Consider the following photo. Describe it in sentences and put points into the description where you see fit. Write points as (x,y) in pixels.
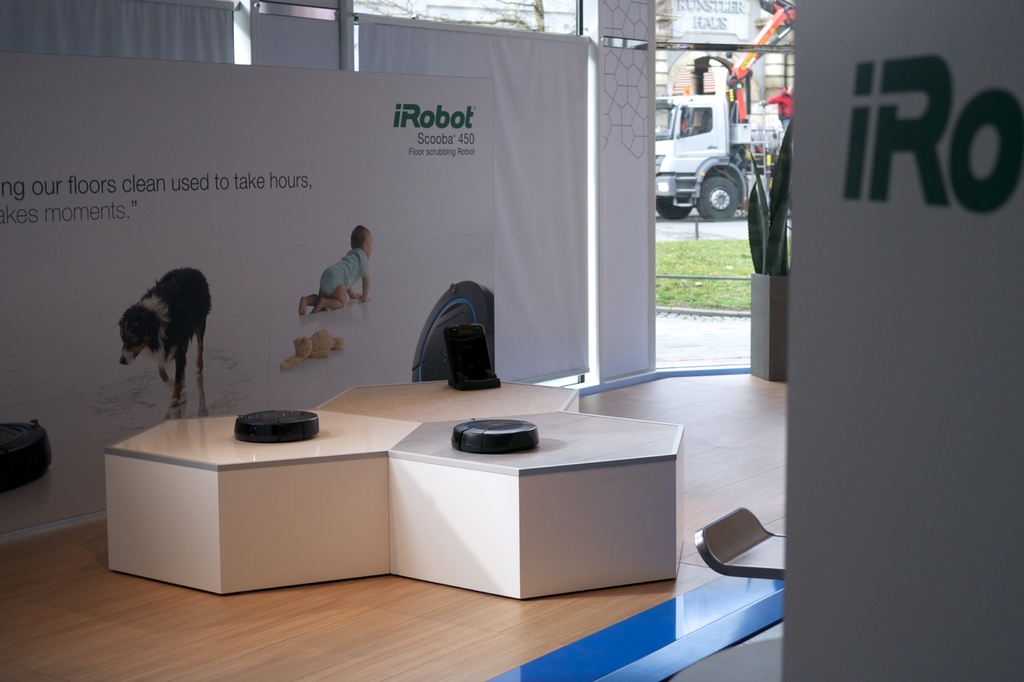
In this image, we can see a design table (395,512) with black objects (480,337) on the wooden floor (406,626). Here we can see hoardings (1005,285), plants (773,254) with pot (769,334). Background (713,338) we can see walkway (700,336), grass (697,281), road (700,225) and vehicle (724,151).
